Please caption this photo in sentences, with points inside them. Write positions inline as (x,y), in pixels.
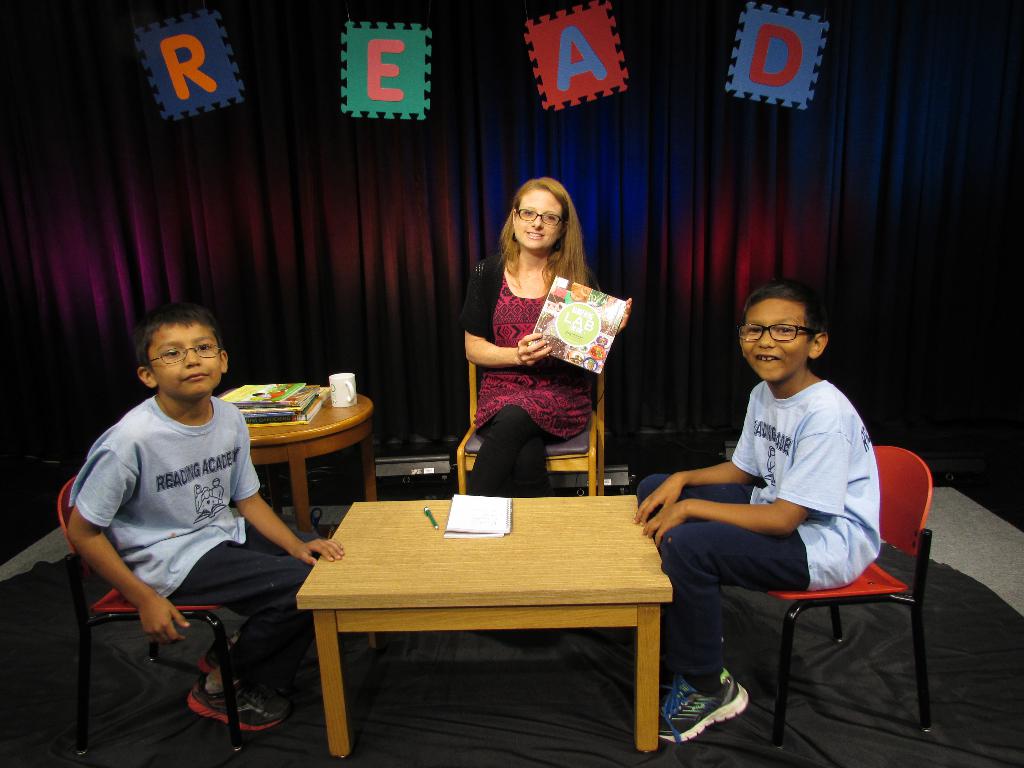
A woman (515,222) sat in a chair (477,448) holding a book (608,300) in her hand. There are two boys (142,554) on either side of table (478,548) with a book (471,514) and pen (430,517) on it. There are few books (305,399) on stool (334,421) beside the woman (496,398). There is curtain (476,228) labelled "read" on it.
